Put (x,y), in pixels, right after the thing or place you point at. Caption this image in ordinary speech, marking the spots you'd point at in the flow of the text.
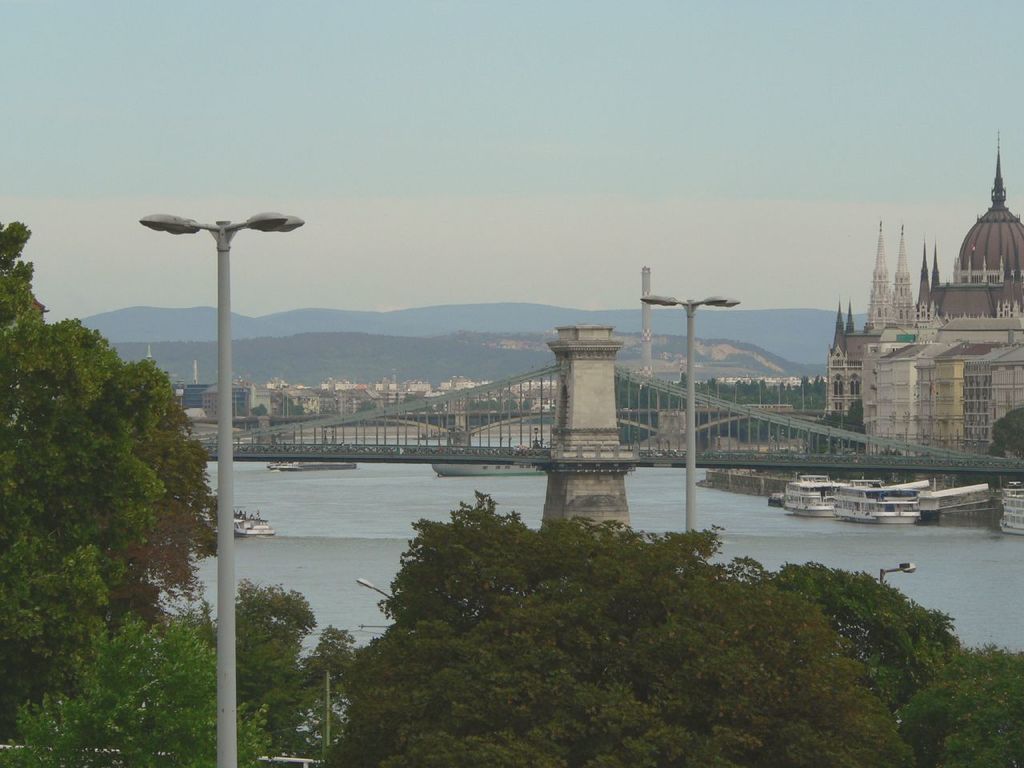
This is an outside view. At the bottom (247,676) there are many trees (548,676) and also there are few light poles (688,451). In the middle of the image (596,429) there is a tower (558,444) and I can see few boats (851,486) on the water (338,520) and also there is a bridge (382,445). In the background (354,369) there are buildings (358,396), trees (730,396) and hills (398,351). At the top of the image (606,155) I can see the sky (545,129).
